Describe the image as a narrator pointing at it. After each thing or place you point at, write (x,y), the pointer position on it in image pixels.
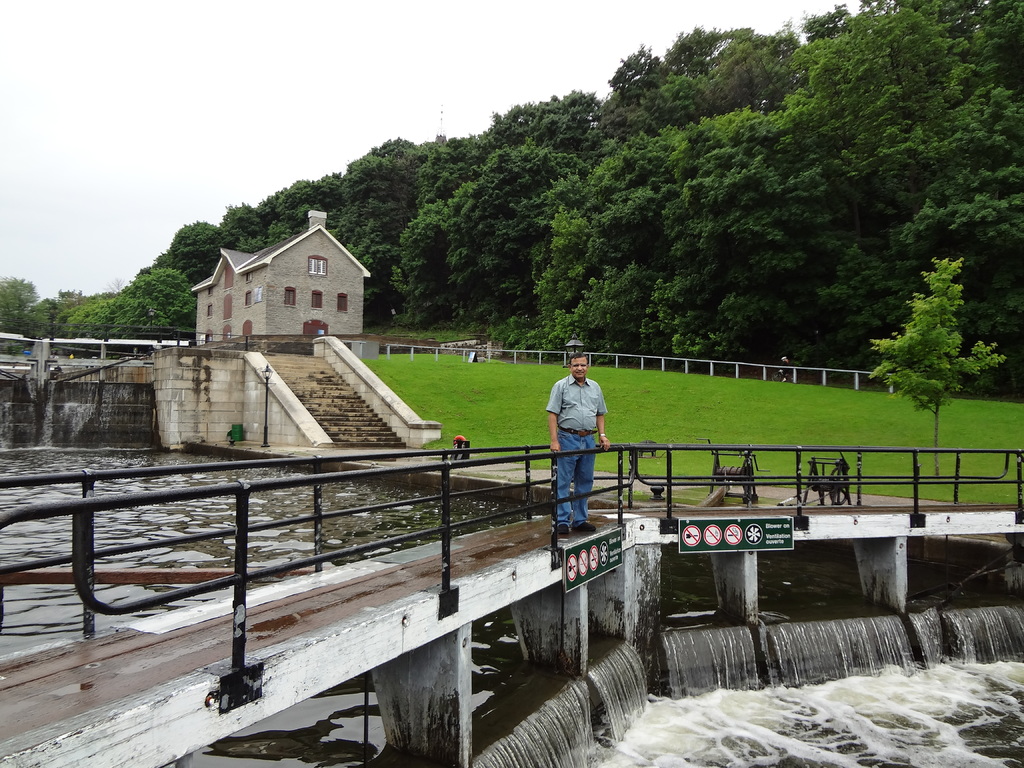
In this picture there is a man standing on bridge (605,530) and we can see grass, water (599,733), trees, light pole (266,429), building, steps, boards (771,522) on the wall (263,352), building (233,307) and railings (37,482). In the background of the image (155,152) we can see the sky (157,108).
